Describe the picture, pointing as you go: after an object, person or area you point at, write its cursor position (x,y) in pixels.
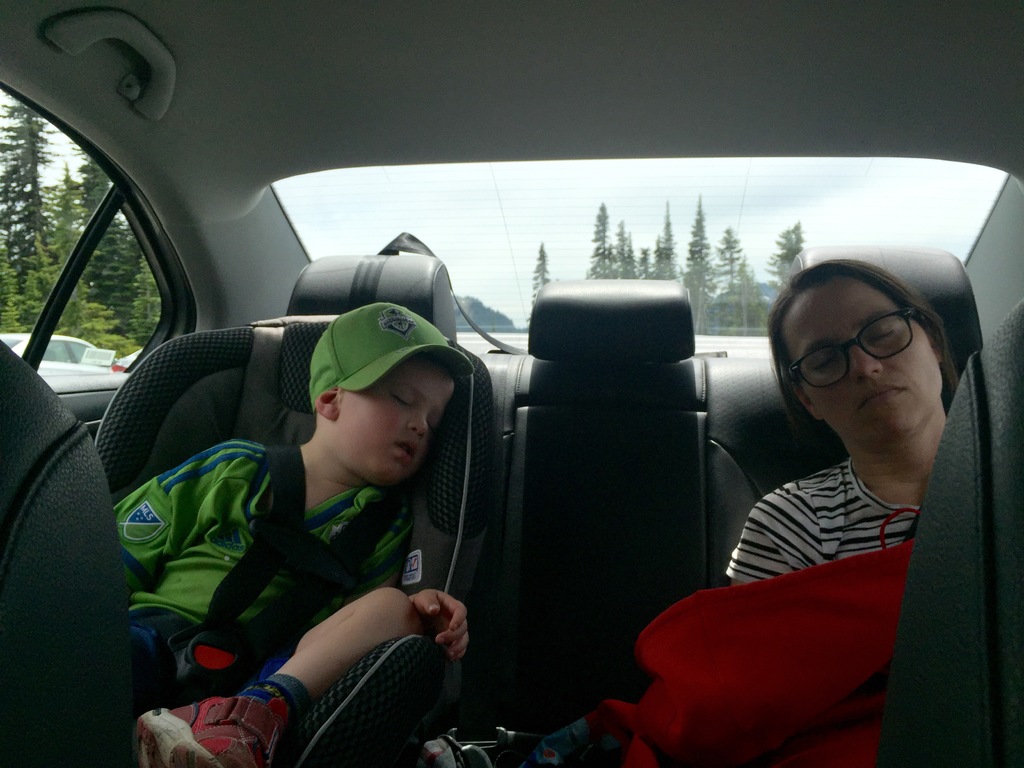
The image is taken in the car (471,571). There are two people (866,447) sitting and sleeping in the car (637,552). In the background (527,301) we can see trees (113,262) and sky (429,214).
